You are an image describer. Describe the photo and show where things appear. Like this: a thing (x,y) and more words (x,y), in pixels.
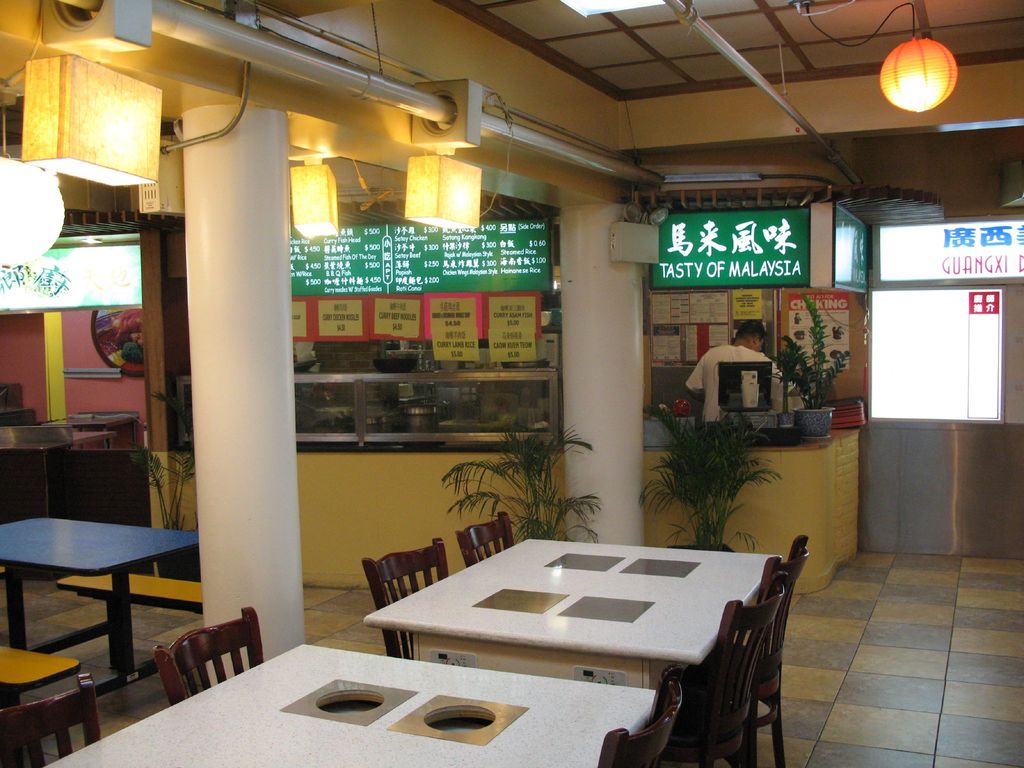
In this image I can see few tables (555,756), few plants (716,451), few more boards (475,303), few lights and on these boards (841,238) I can see something is written. I can also see a person (754,333) is standing and I can see this person (715,368) is wearing white colour dress (715,385).
